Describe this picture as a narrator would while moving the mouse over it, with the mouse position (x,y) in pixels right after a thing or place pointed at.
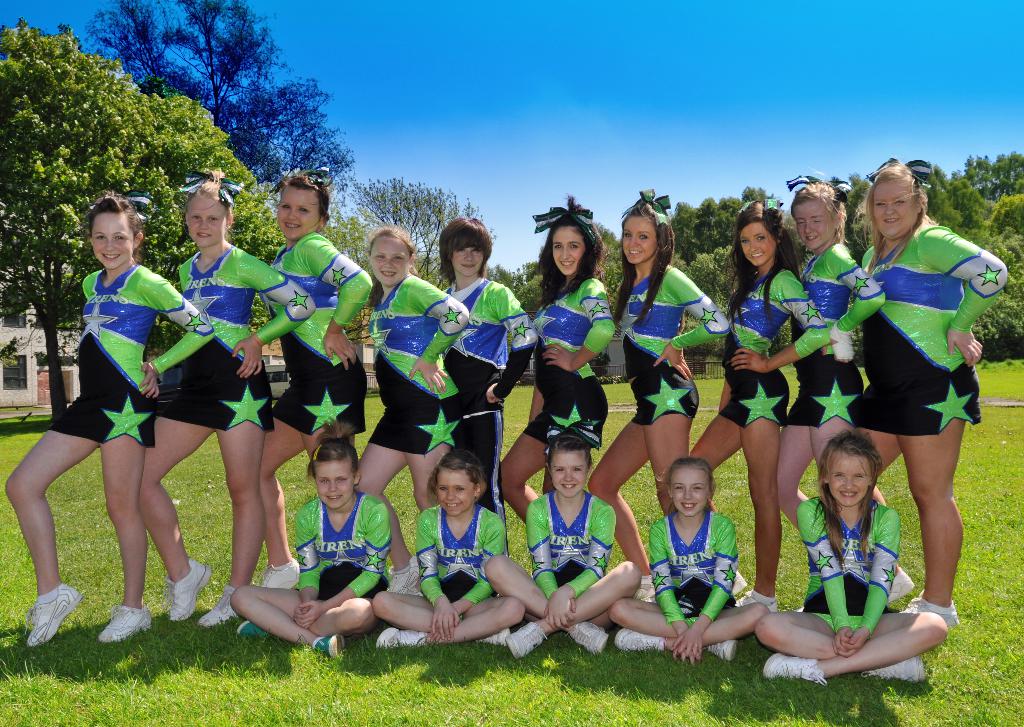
In this image, there is an outside view. There are some persons (880,407) standing and wearing clothes (917,407). There are some kids (560,532) at the bottom of the image (572,528) sitting on the ground (634,501). There are some trees (116,160) on the left (87,171) and on the right side of the image (1012,343). There is a sky (575,110) at the top of the image (404,31).
